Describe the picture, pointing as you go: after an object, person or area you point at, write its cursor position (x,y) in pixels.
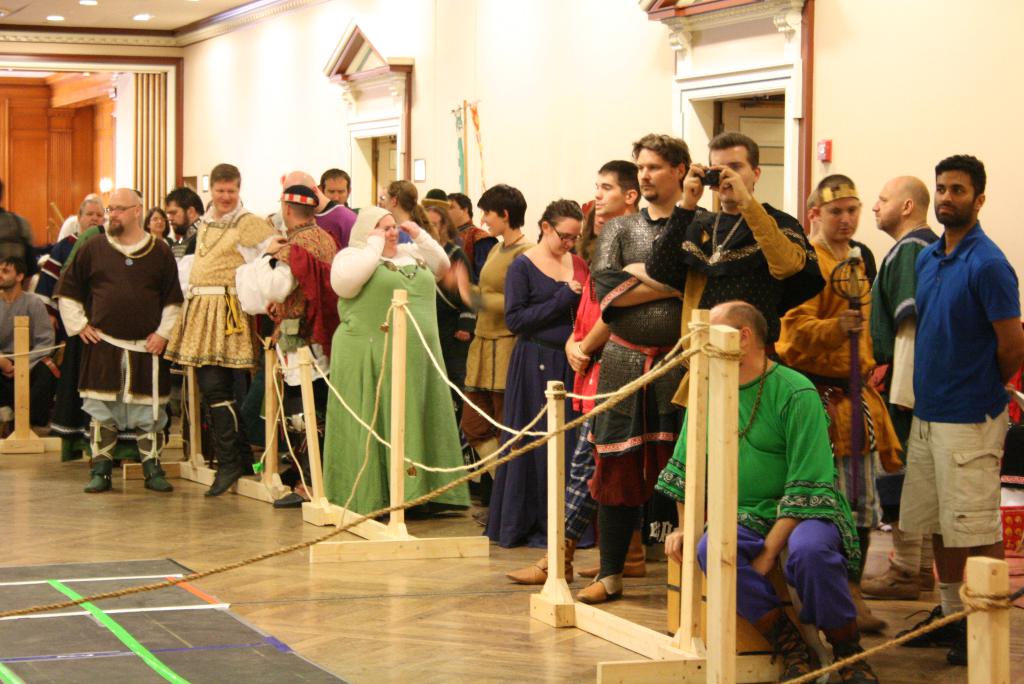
There are people (747,382) and this man (723,215) holding a camera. We can see ropes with wooden poles (304,395) on the floor (317,616). In the background (532,150) we can see wall (484,141), doors (390,141), curtain (138,151) and light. At the top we can see ceiling lights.
